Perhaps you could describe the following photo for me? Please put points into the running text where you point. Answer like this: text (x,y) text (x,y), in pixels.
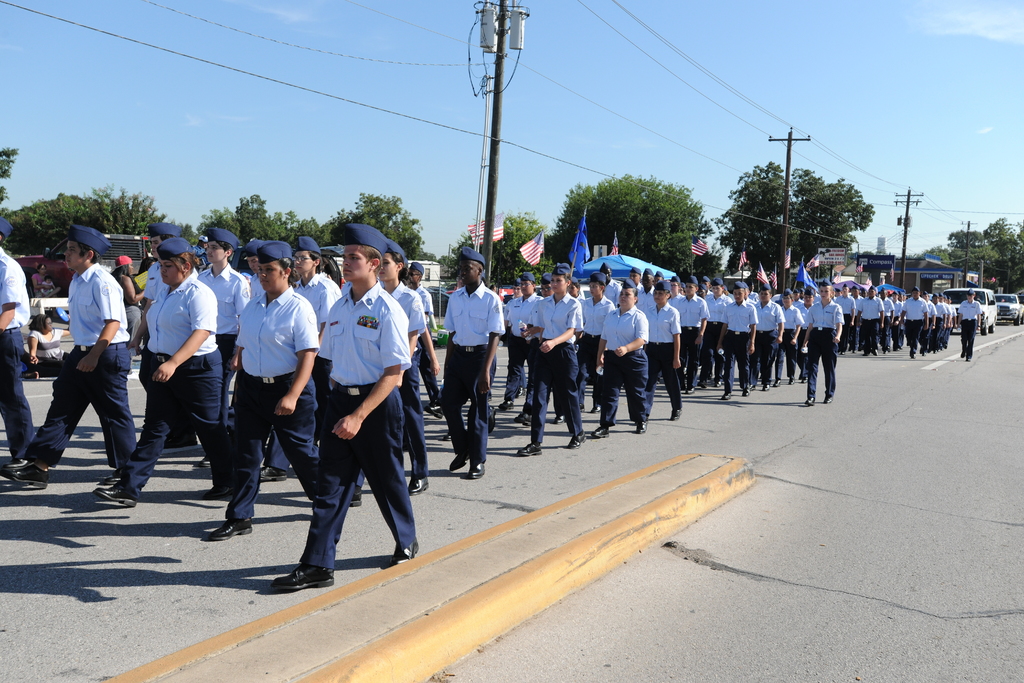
In the image we can see there are many people (555,364) walking, they are wearing the same costume (408,371), caps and shoes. Here we can see the road (895,553), electric poles (494,192) and electric wires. We can even see there are trees (334,238), flags (497,218), vehicles (1000,303) and the sky (831,50).
